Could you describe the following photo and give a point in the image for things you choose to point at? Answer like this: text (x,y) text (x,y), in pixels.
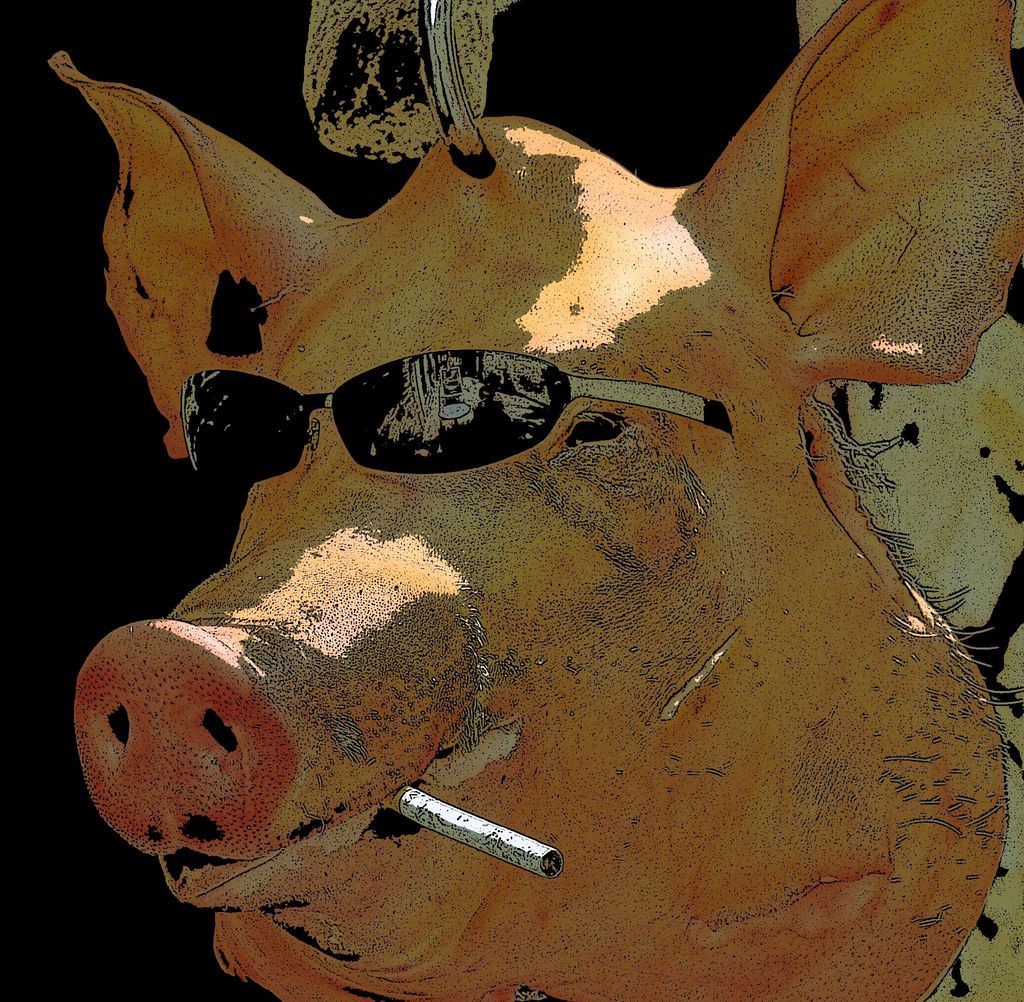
In this picture we can see a depiction of a pig (549,548) wearing goggle (445,399), there is a cigar (471,825) on pig's mouth (421,784), we can see a dark background (186,30).
